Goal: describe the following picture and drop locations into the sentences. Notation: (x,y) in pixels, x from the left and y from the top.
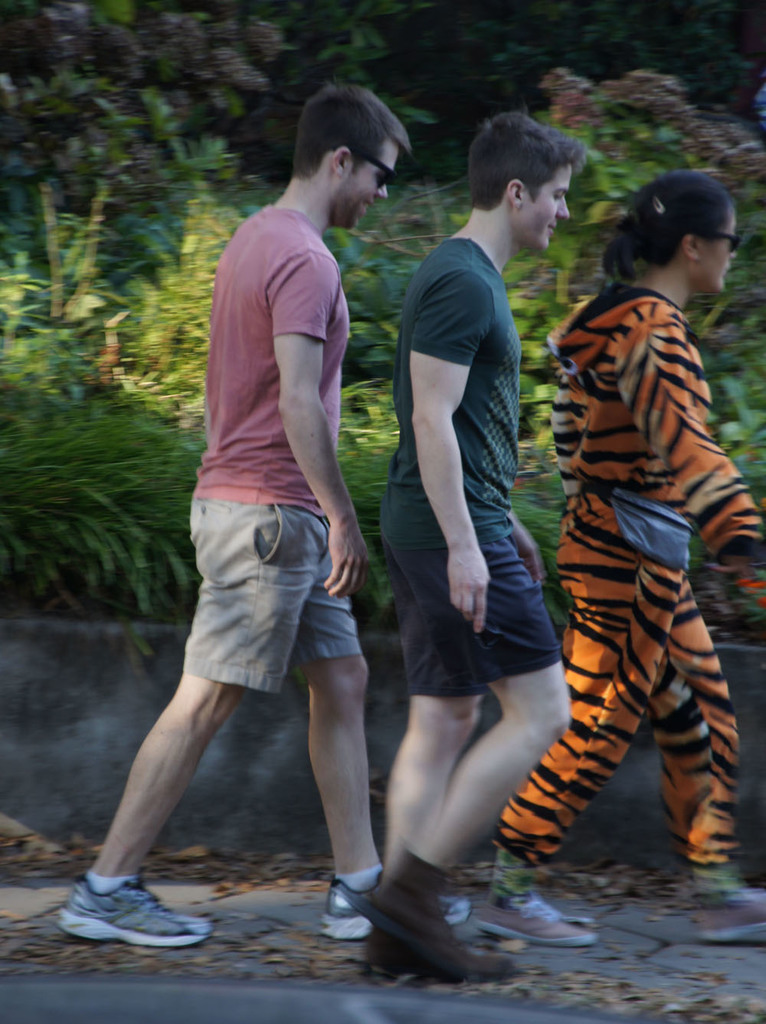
In this picture I can see in the middle (415,407) three persons (472,561) are walking, they are wearing the shoes (401,948). In the background (550,403) there are trees (523,428).
